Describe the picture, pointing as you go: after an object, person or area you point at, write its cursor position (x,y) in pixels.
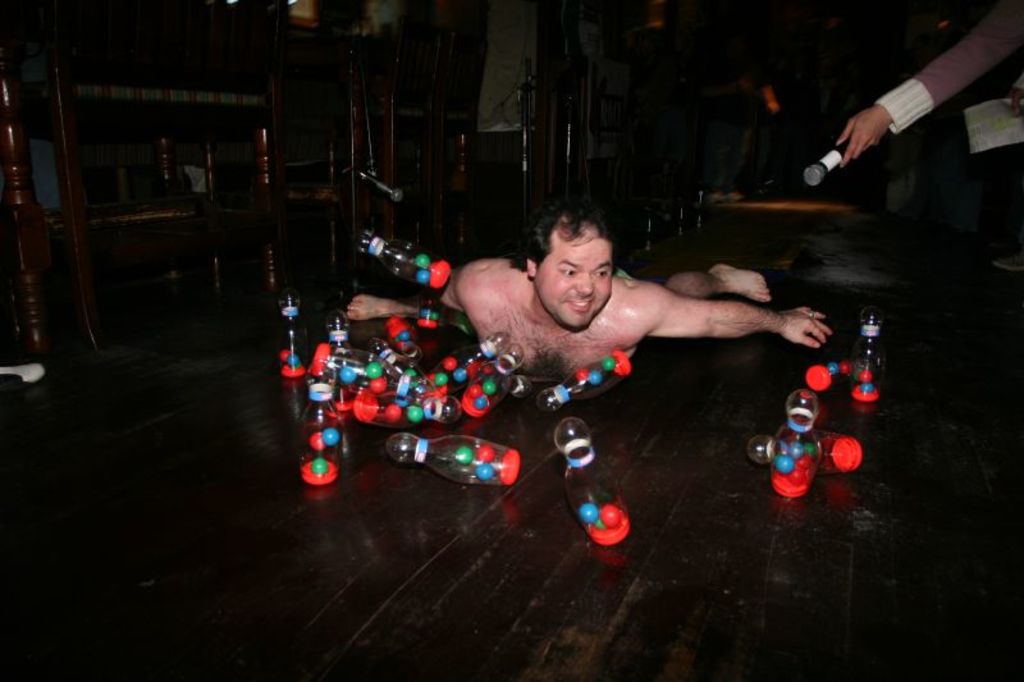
In this image we can see a person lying down on the floor (665,434). We can also see some bottles (501,476) with balls (491,451) inside them placed around him. On the right side (961,113) we can see the hand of a person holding some papers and a mic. On the left side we can see some wooden chairs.
